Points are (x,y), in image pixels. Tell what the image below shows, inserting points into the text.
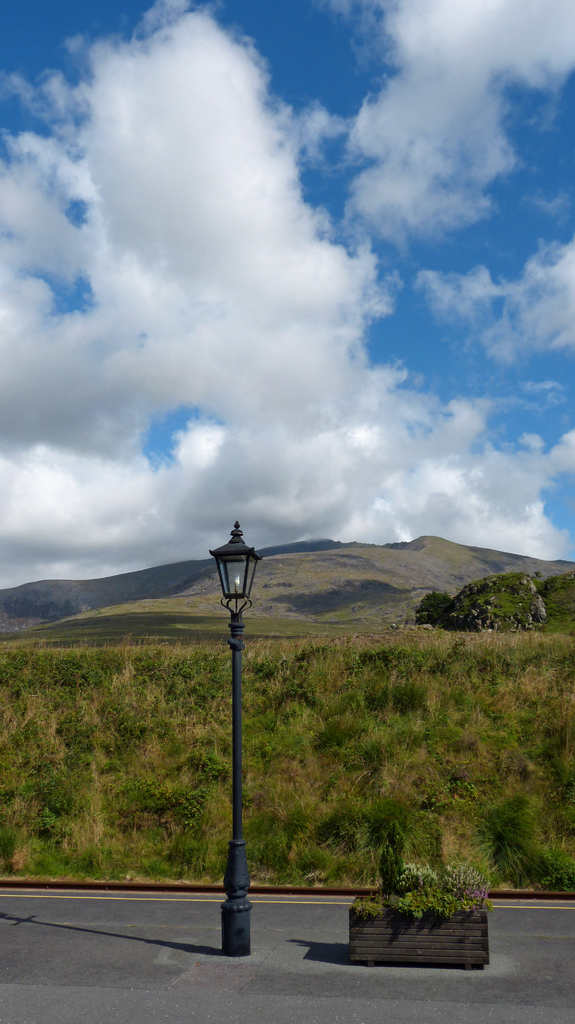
In this image I can see the light pole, background (407,775) I can see trees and grass (413,729) in green color and the sky (275,265) is in blue and white color.
